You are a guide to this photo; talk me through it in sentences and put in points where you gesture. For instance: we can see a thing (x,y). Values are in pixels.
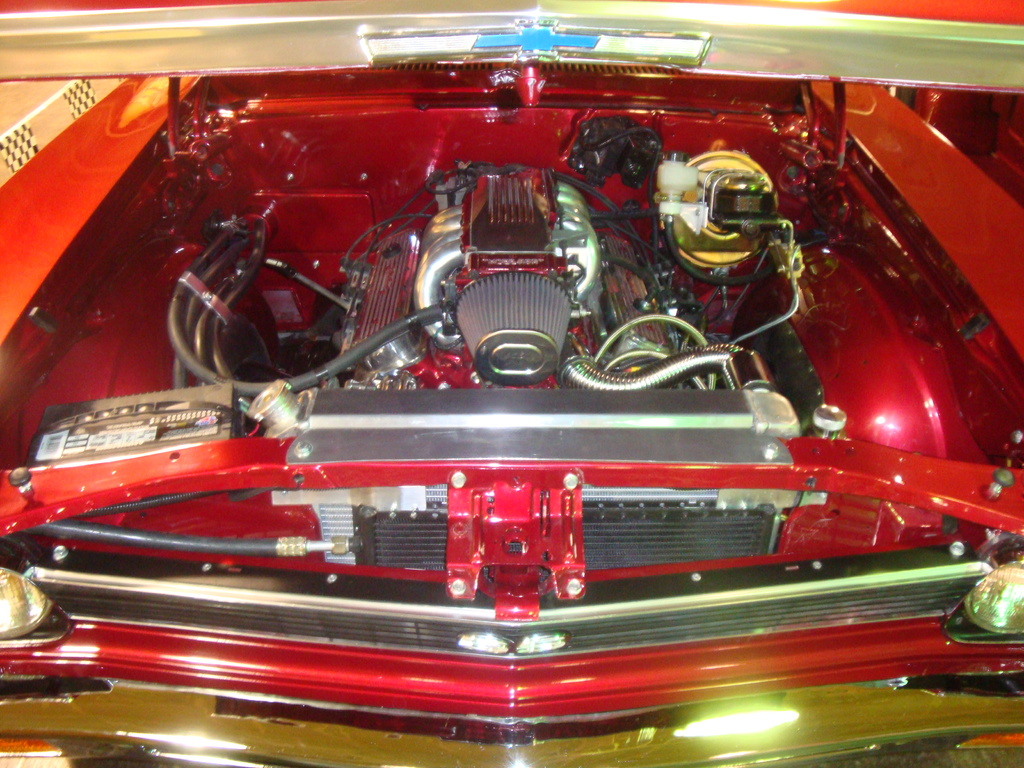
In this image I can see a red colored vehicle (678,429) and the engine (622,244) of the vehicle (531,309) which is silver, red, black and gold in color. To the top of the image (481,47) I can see the blue colored logo (548,52).
